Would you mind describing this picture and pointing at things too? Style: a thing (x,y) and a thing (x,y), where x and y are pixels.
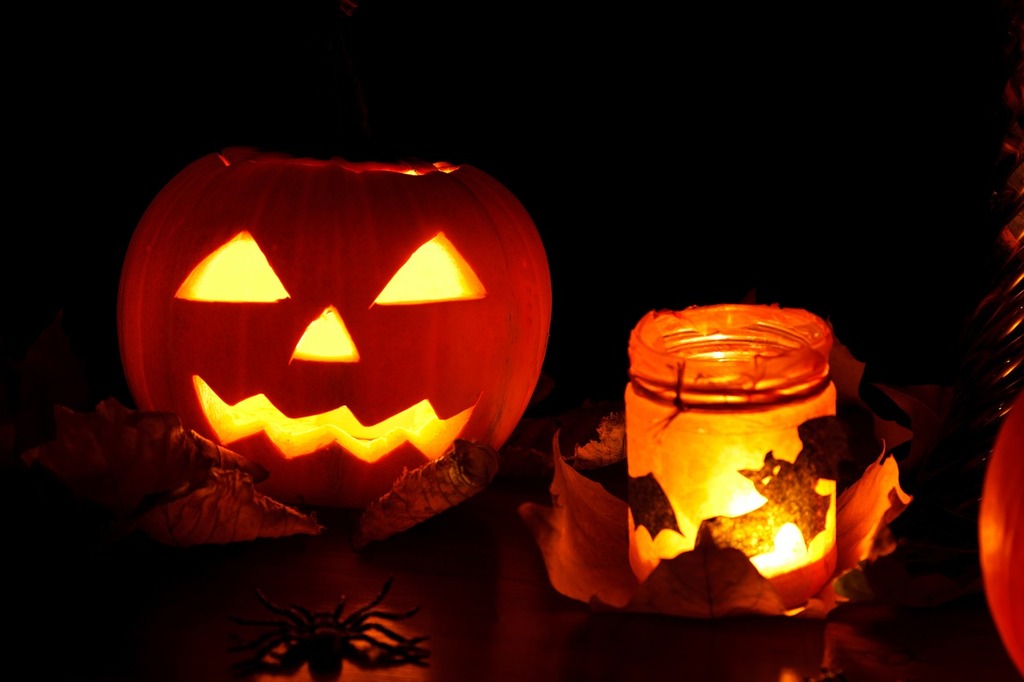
In this image we can see a pumpkin (308,346) with design (321,339) and inside the pumpkin (320,335) there is light (428,413). Also there is a bottle (733,458) with light (703,502) and some design (724,524). And there is a spider (342,610). In the background (476,6) it is dark.
